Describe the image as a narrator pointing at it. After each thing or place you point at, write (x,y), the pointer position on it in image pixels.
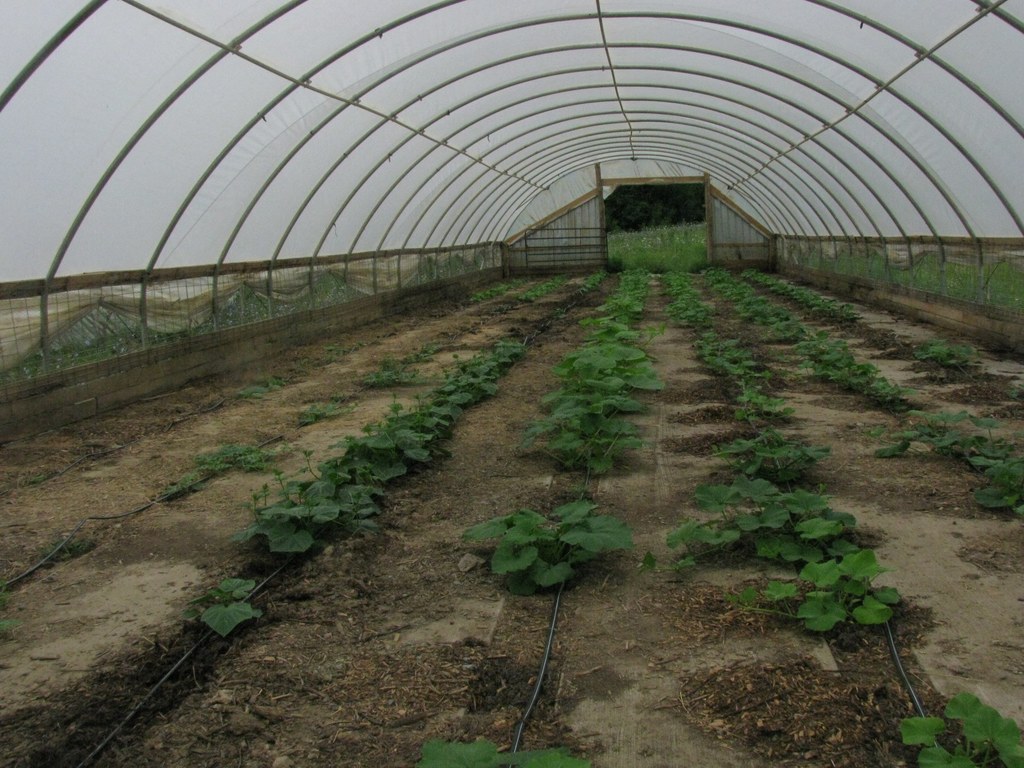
In this image, we can see some green color plants (861,589), at the top (275,39) there is a shed (694,36).
